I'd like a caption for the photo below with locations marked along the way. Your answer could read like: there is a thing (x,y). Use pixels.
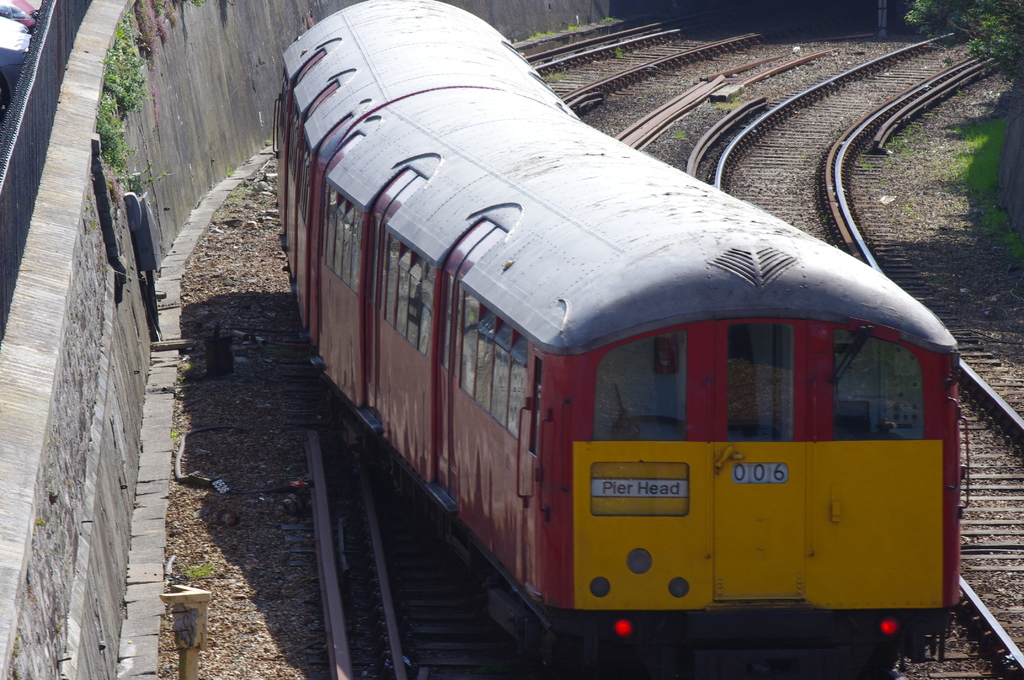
In this image I can see the train (393,362) on the track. The train (507,359) is in red and yellow color. To the side of the train (436,452) I can see the wall (83,222) and also the trees (148,12).
